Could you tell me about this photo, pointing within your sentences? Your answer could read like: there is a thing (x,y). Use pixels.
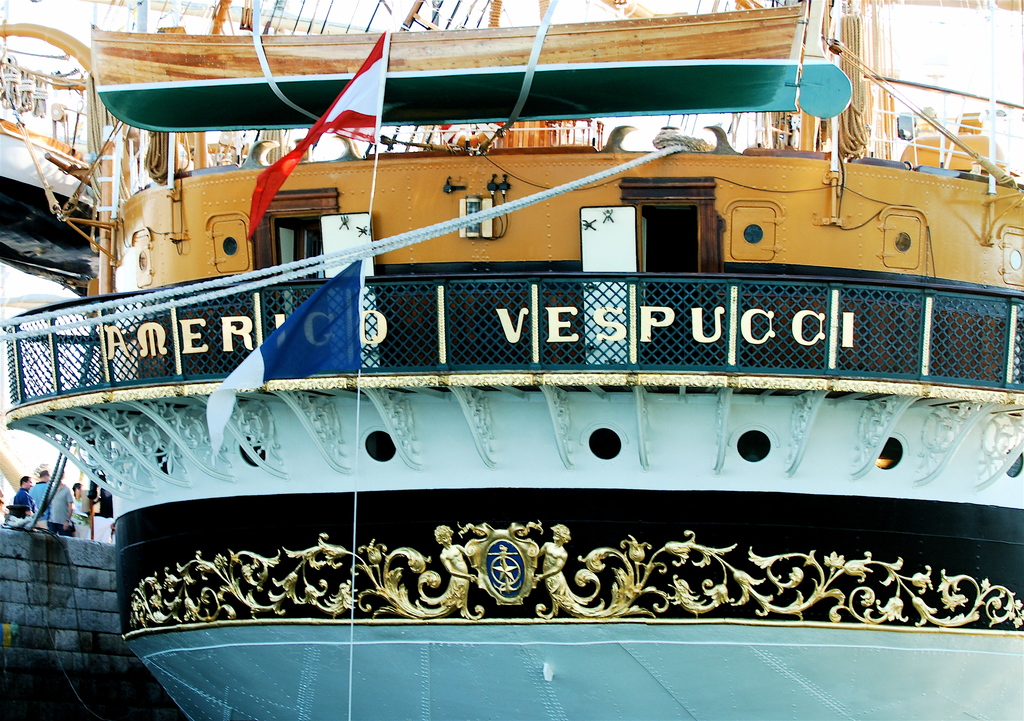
In this picture we can see a ship (463,286), beside to the ship (108,450) we can find few people (65,516), and also we can see flags (279,363).
